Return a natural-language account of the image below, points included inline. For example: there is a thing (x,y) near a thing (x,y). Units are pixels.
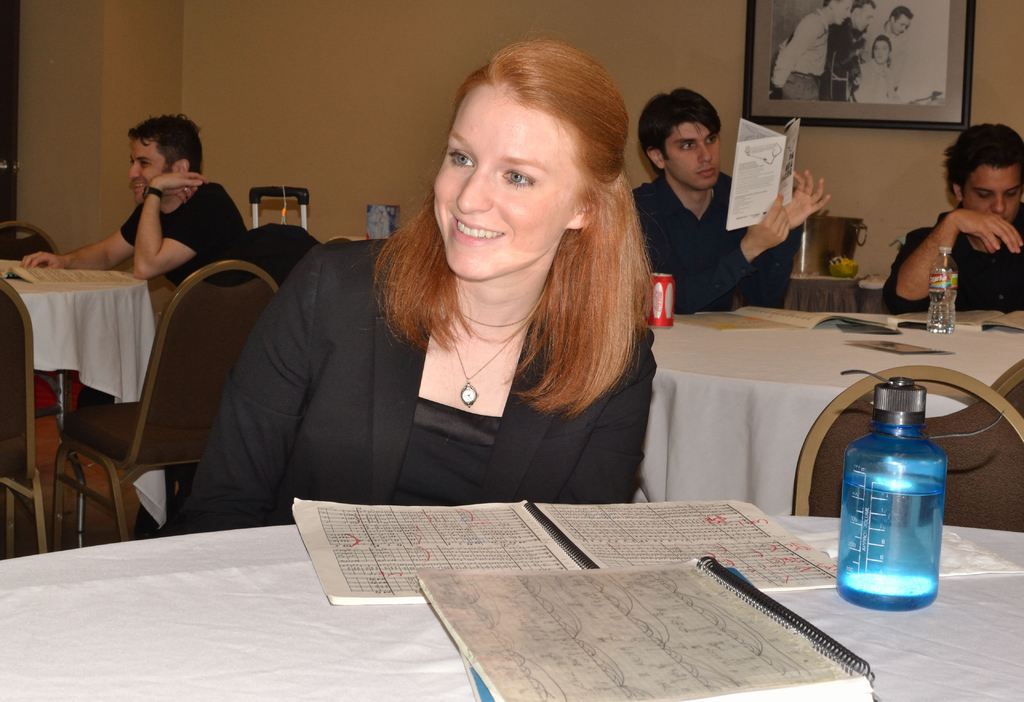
These persons (463,156) are sitting on a chair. A picture (870,69) on wall (603,24). In-front of these persons (628,388) there is a table (445,629), on this table (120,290) there is a cloth (185,609), books (463,645), tin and bottle (947,313). Far there is a luggage (285,241). This man (644,227) is holding a book (761,194). This woman (447,213) wore black suit (327,381) and holds a smile.
